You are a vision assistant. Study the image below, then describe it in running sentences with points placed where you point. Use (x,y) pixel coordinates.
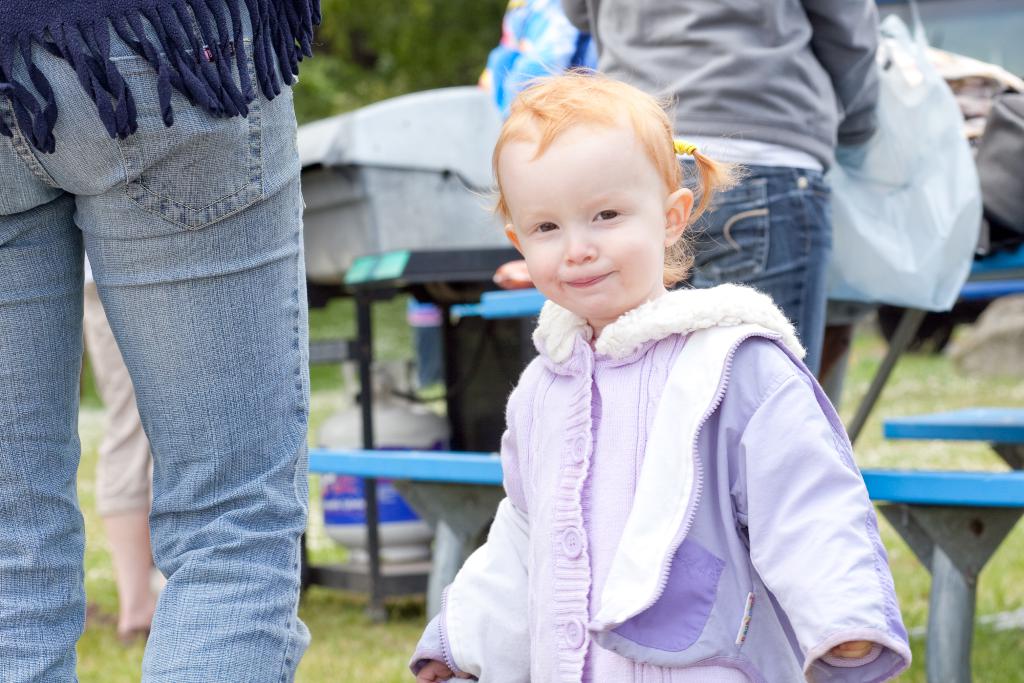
This is the girl (602,373) standing and smiling. There are three people (177,283) standing. These are the benches (971,411). I think this is the barbecue grill (382,204).
